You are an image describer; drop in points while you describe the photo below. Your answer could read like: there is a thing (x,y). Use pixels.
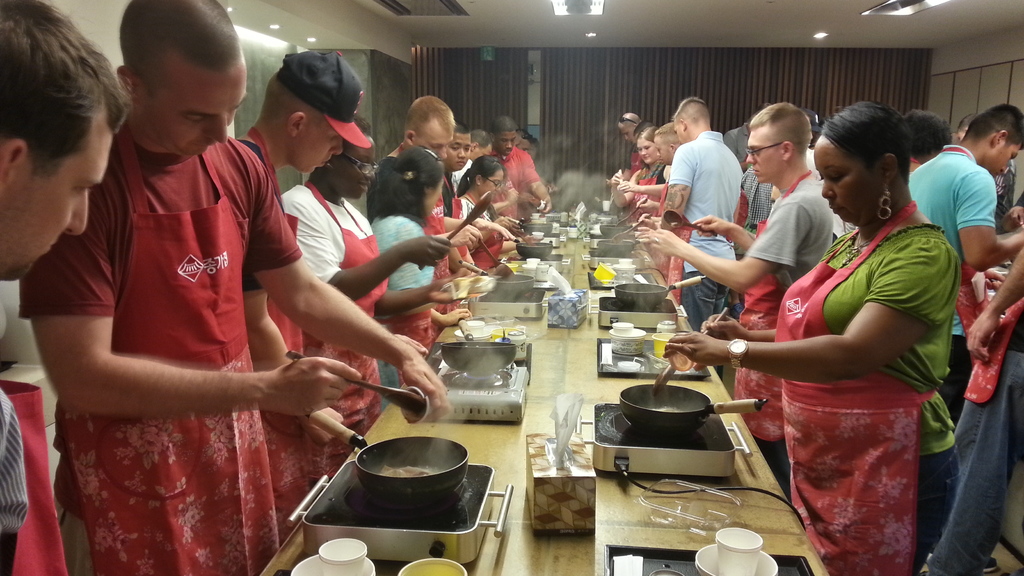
In this image there are a group of people (121,556) standing and cooking food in the stove (402,549).
